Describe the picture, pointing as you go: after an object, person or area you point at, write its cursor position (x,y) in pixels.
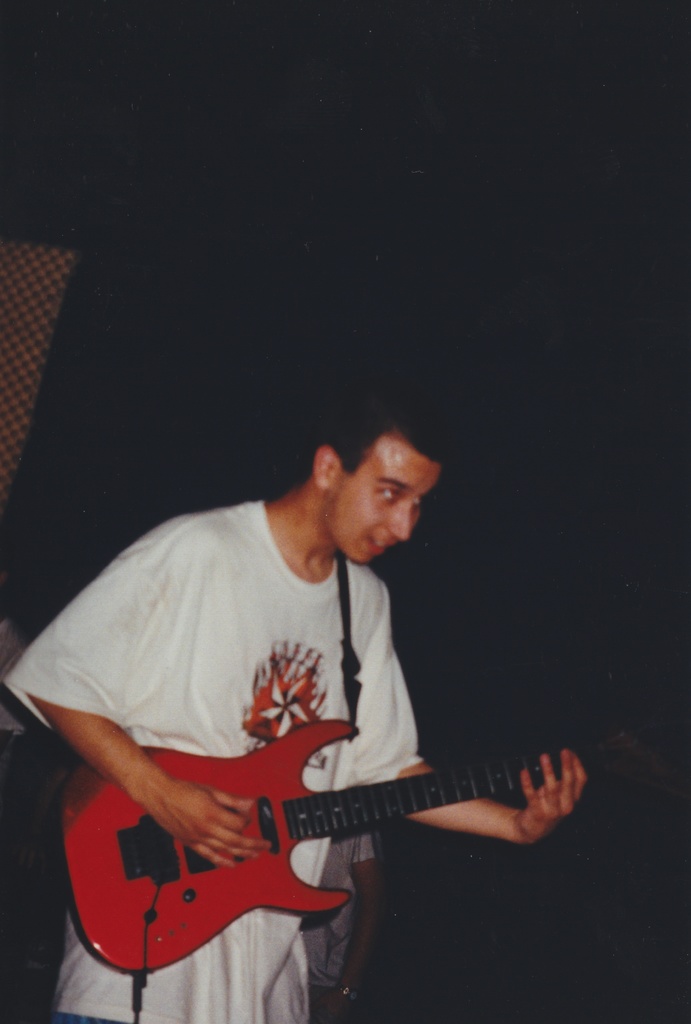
He is standing and he is playing a guitar (316,832). There is the person (326,881) in the background (330,872).
